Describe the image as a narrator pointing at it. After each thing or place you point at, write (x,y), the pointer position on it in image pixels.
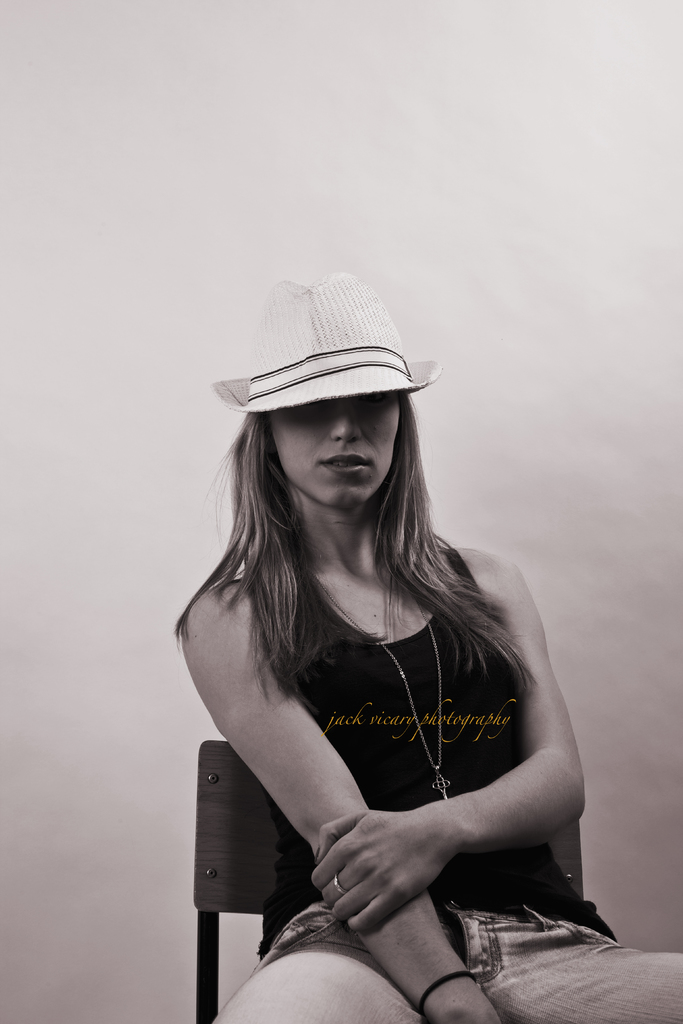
In this image we can see a woman (374,480) wearing the hat (350,385) and sitting on the chair (573,834). In the background (589,693) we can see the plain wall (500,468).
